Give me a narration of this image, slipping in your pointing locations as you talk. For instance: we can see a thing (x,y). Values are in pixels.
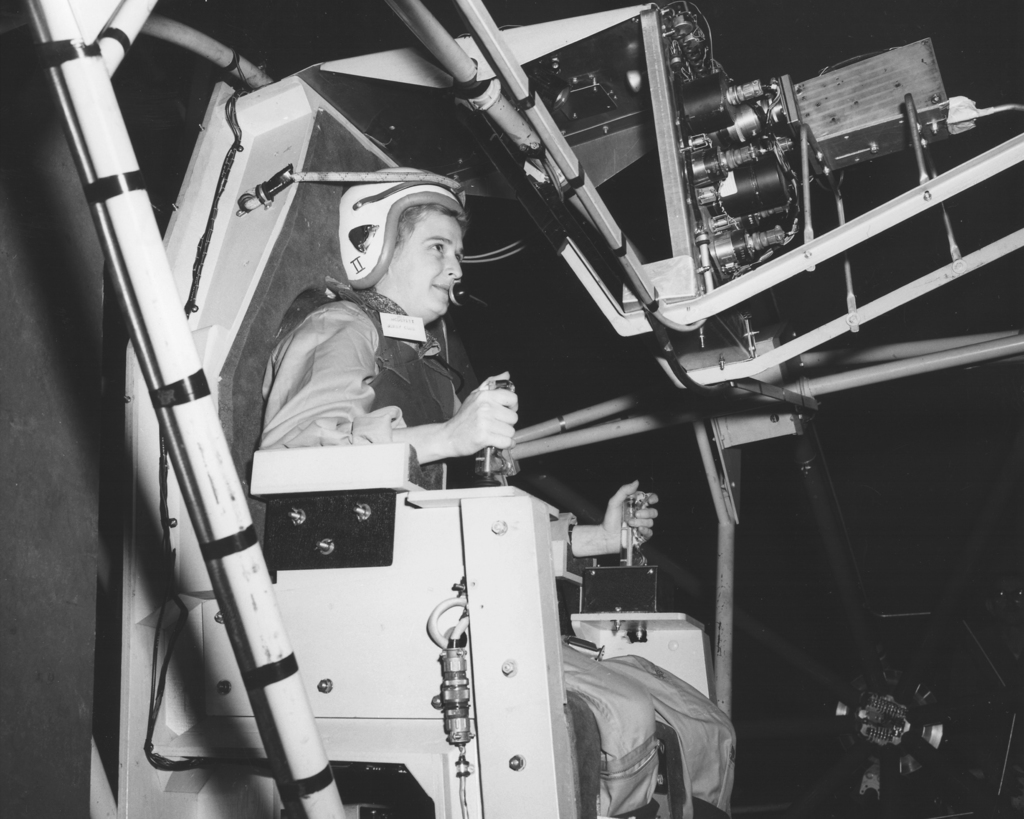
In the foreground of this image (460,388), there is a person (440,279) sitting on the flight simulator seat (505,664) and operating it.
